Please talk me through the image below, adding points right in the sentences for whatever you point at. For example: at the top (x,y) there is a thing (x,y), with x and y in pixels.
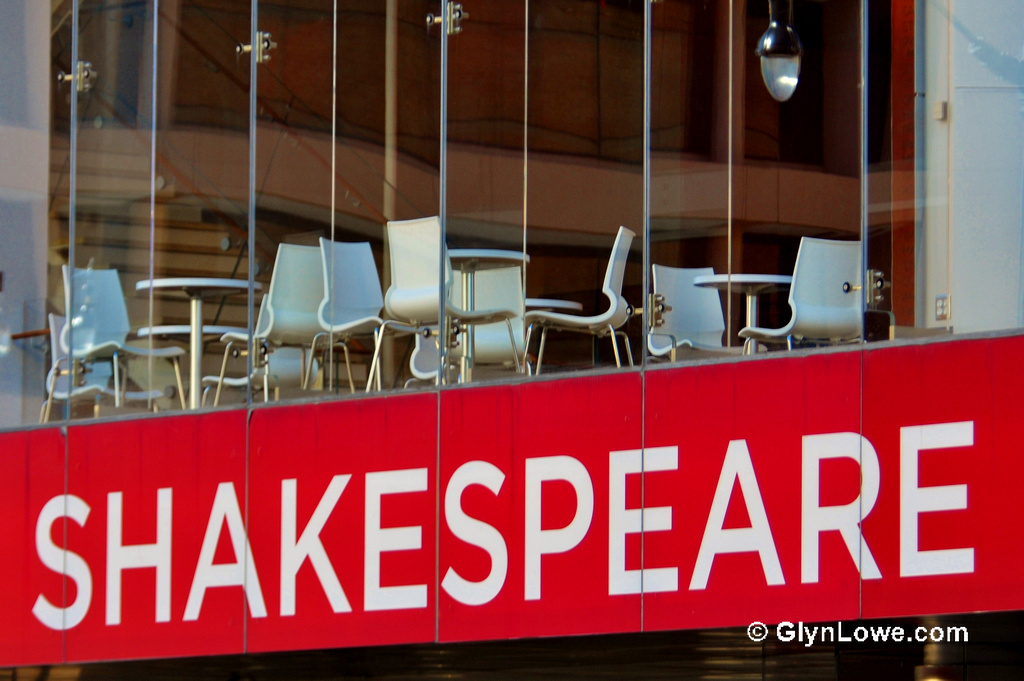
In front of the image there is a board (618,433) with some text (219,497) on it. There are glass windows (271,161) through which we can see tables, chairs (743,330), stairs (232,296). There is a wall (488,118) and a lamp (788,57) hanging. There is some text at the bottom of the image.
